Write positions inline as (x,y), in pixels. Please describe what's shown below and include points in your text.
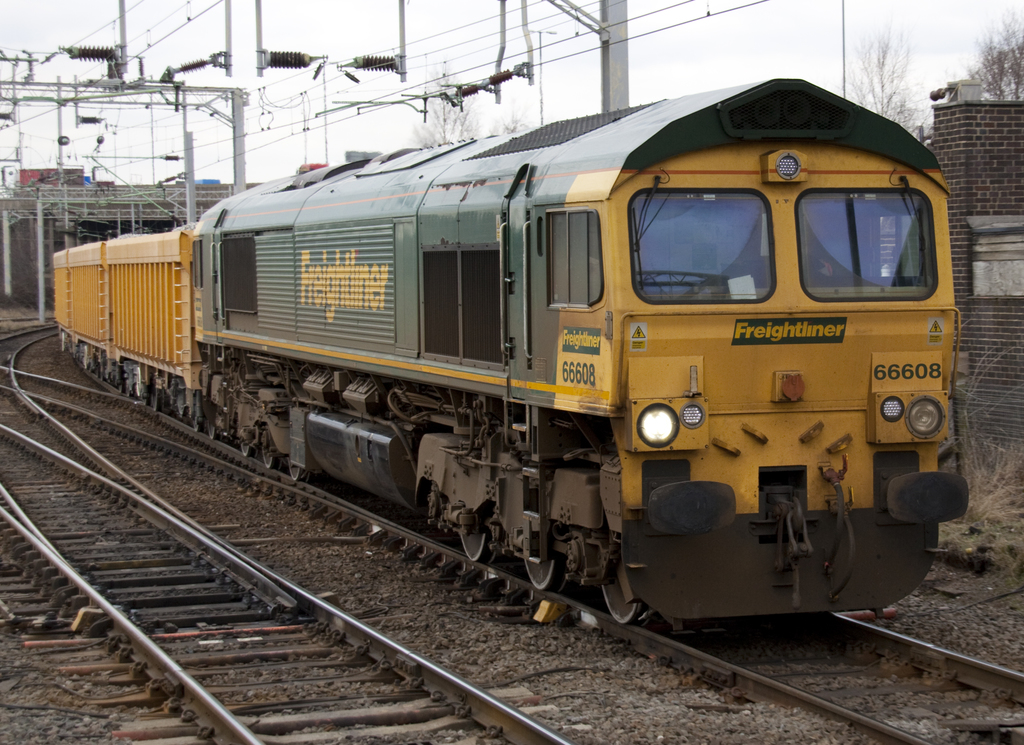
In this image we can see a train (394,435) moving on the railway track (142,418). In the background (984,146), we can see the brick wall (984,146), poles (76,90), wires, trees (993,66) and the sky (708,85).
